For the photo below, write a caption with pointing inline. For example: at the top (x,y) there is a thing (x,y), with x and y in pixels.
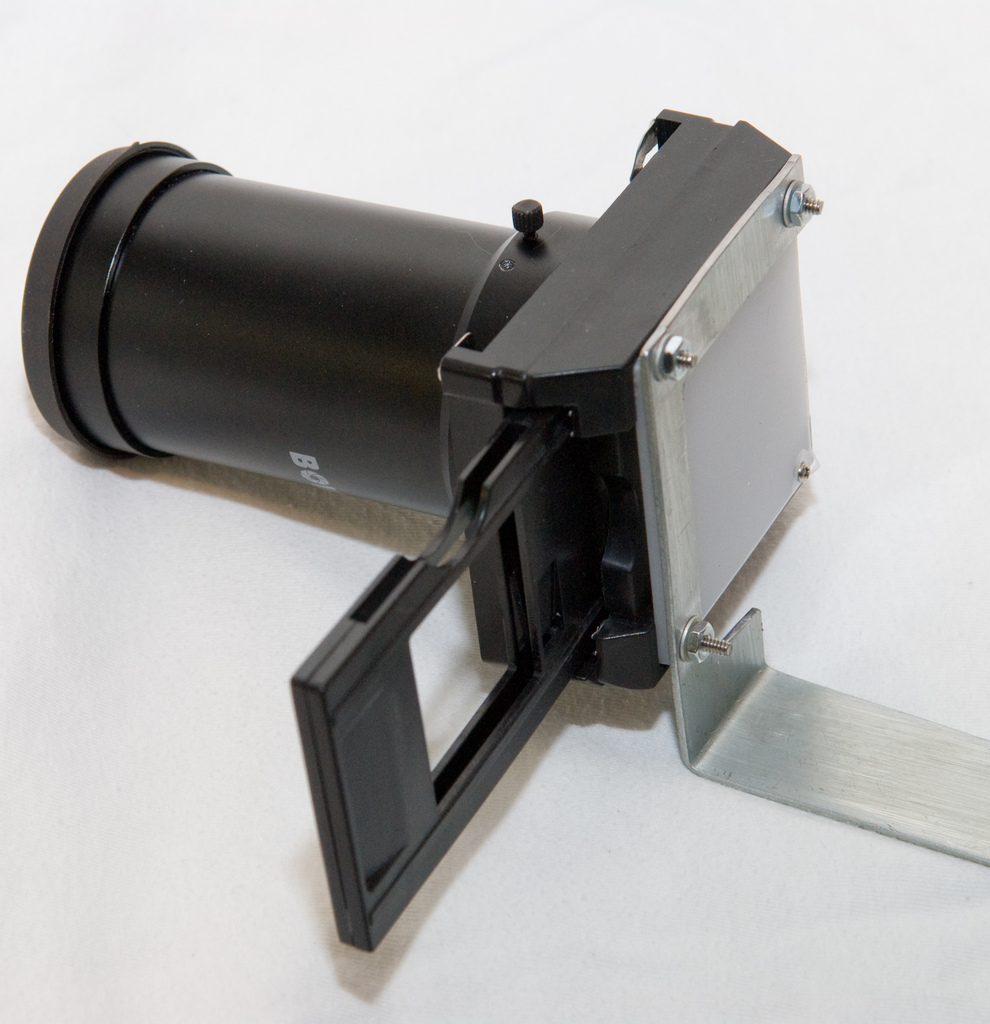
This is a zoomed in picture. In the center (386,374) there is a black color object (228,337) placed on the top of the white color surface (137,905) of an object (122,808) seems to be a table (151,730).
